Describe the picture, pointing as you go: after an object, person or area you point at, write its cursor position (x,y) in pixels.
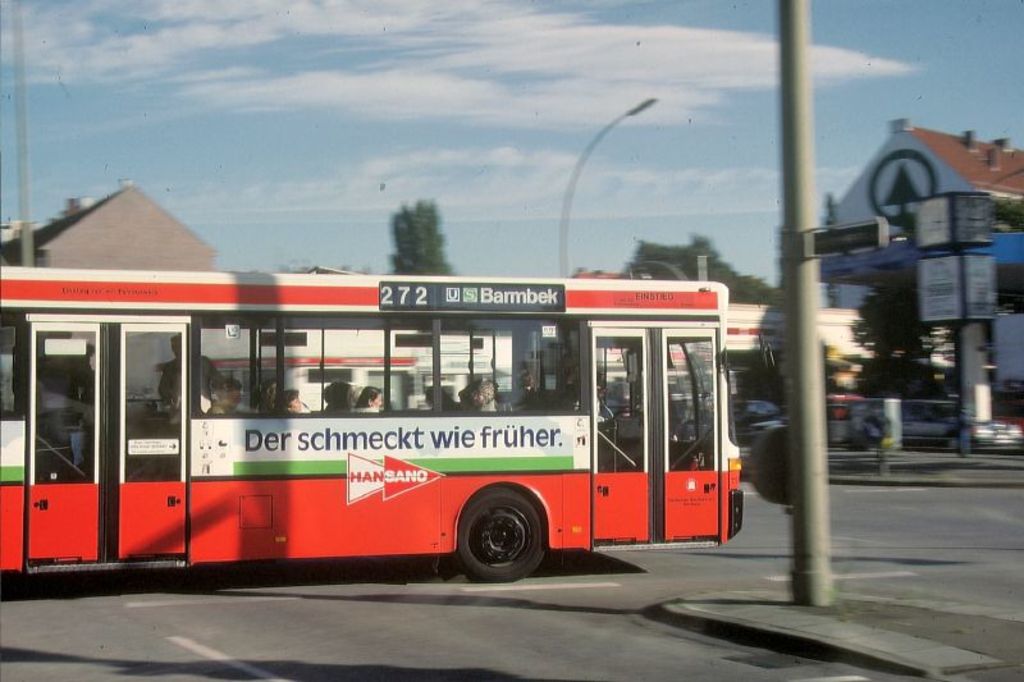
In the foreground of this image (520,470), there is a bus (150,539) moving on the road (673,561). On the right (805,167), there is a pole (803,199). In the background (406,243), there are few buildings (923,175), poles (565,223), trees (411,257), few vehicles (845,398), sky (852,48) and the cloud (709,50).
